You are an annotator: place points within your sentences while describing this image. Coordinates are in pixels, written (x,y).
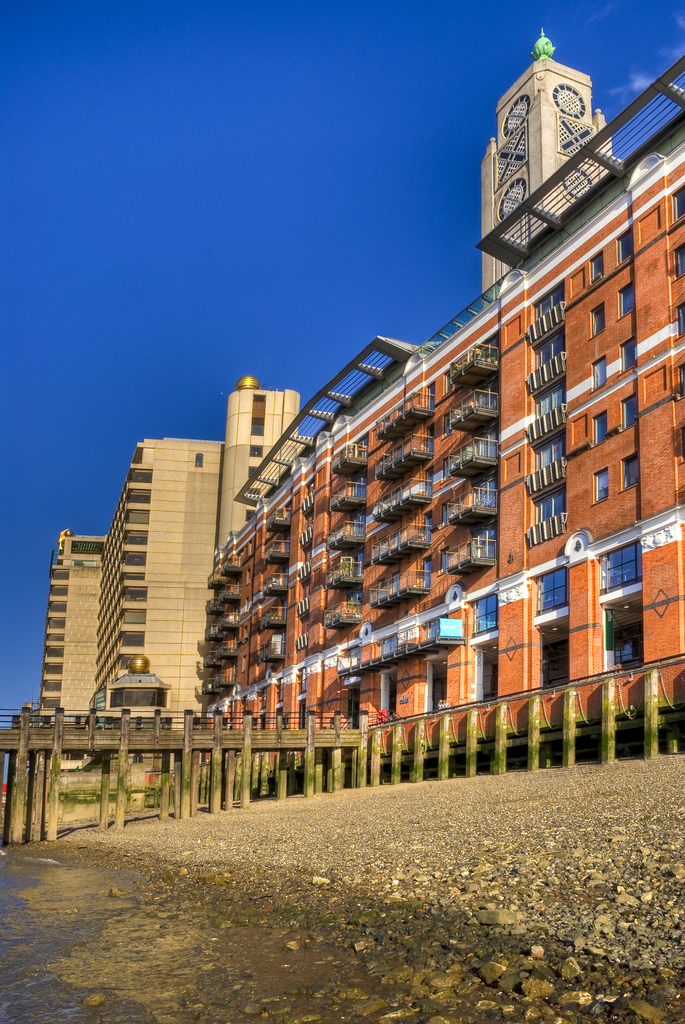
In this picture I can see a bridge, there are buildings (267,454), and in the background (305,225) there is the sky (310,183).
